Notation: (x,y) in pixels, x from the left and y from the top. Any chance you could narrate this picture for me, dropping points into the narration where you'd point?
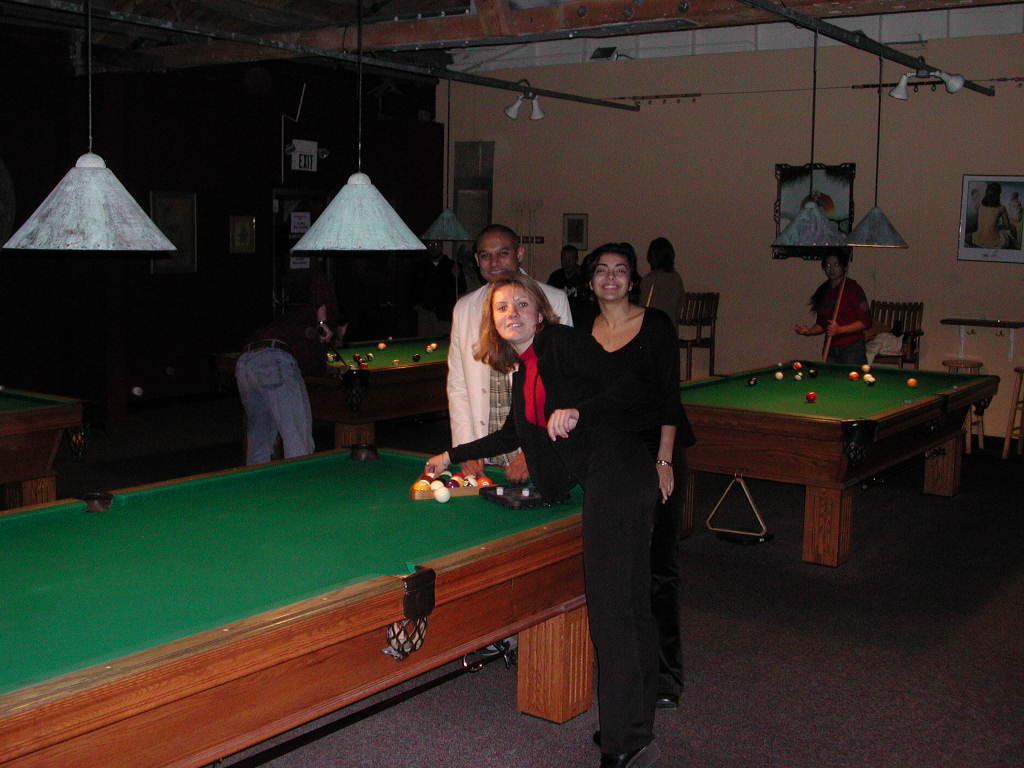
In front of the picture, we see three people (643,323) standing and laughing. In front of them, we see Snooker Pool game (284,554) and behind them, woman (817,328) in red t-shirt (838,312) is standing near the table (728,438). In the middle of the picture (361,380), man (290,336) in black t-shirt (307,341) is playing the Snooker Pool game (382,354) and behind him, we see a cream wall (674,159) on which photo frames (845,198) are placed.
